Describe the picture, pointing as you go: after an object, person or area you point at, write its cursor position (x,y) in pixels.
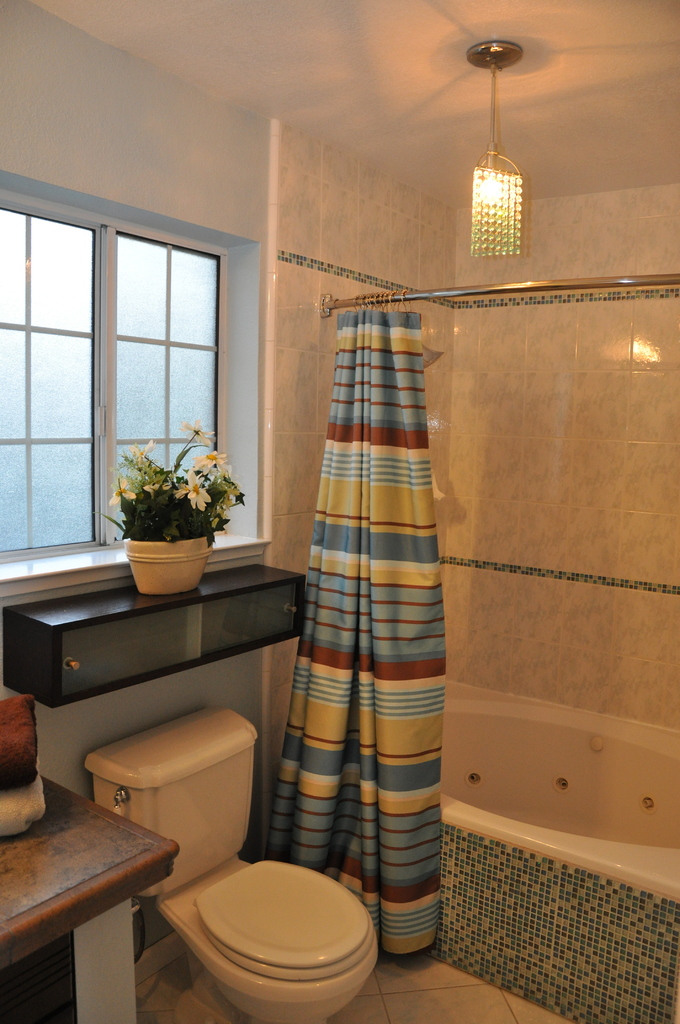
This is the picture inside of the room (469,595). At the back (553,768) there is a bathtub (531,861) and in the middle (375,523) there is a curtain (409,699). At the top (490,173) there is a light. At the left (178,583) there is a flower pot (188,571) on the desk (97,641) and there are clothes (8,733) on the table (61,821). At the back (134,272) there is a window (115,297).
